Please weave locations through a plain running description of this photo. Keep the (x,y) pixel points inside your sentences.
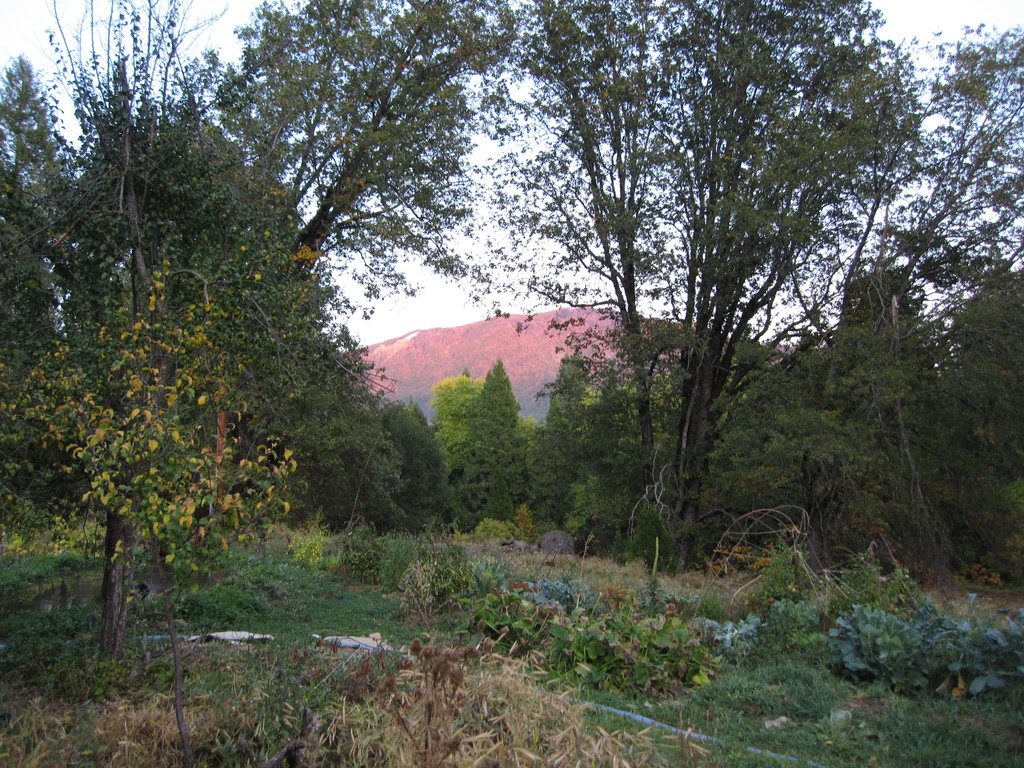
In this picture we can see few trees (436,403) and a hill (512,350).
